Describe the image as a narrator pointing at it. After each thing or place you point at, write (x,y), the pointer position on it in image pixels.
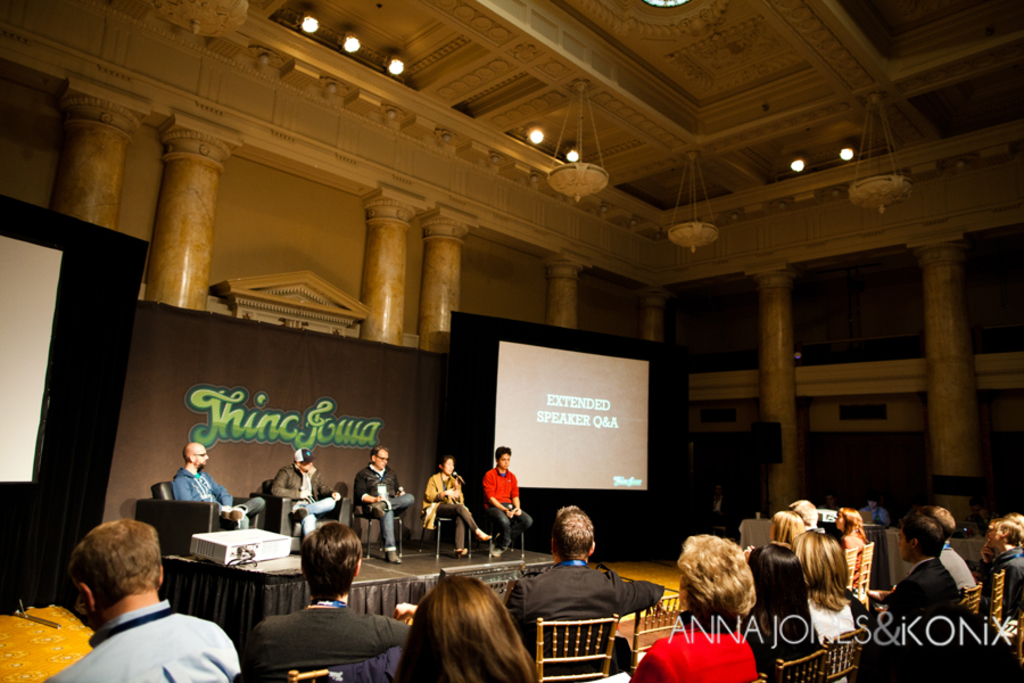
In the image I can see people (485,664) are sitting and chairs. In the background (414,423), I can see the screen (31,305) and some written text boards (327,455). At the top of the image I can see the lights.
